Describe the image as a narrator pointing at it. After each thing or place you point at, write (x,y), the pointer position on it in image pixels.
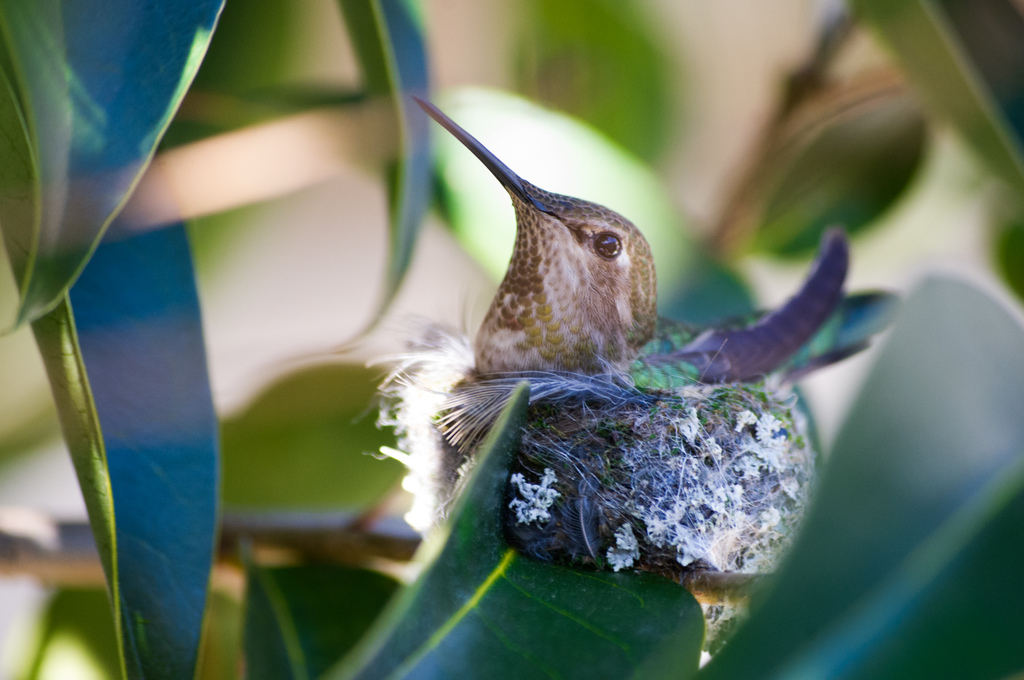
In this image I can see the bird (500,338). The bird (618,239) is in brown and violet color. It is in the nest (737,418) on the plant (29,305). And there is a blurred background (224,368).
